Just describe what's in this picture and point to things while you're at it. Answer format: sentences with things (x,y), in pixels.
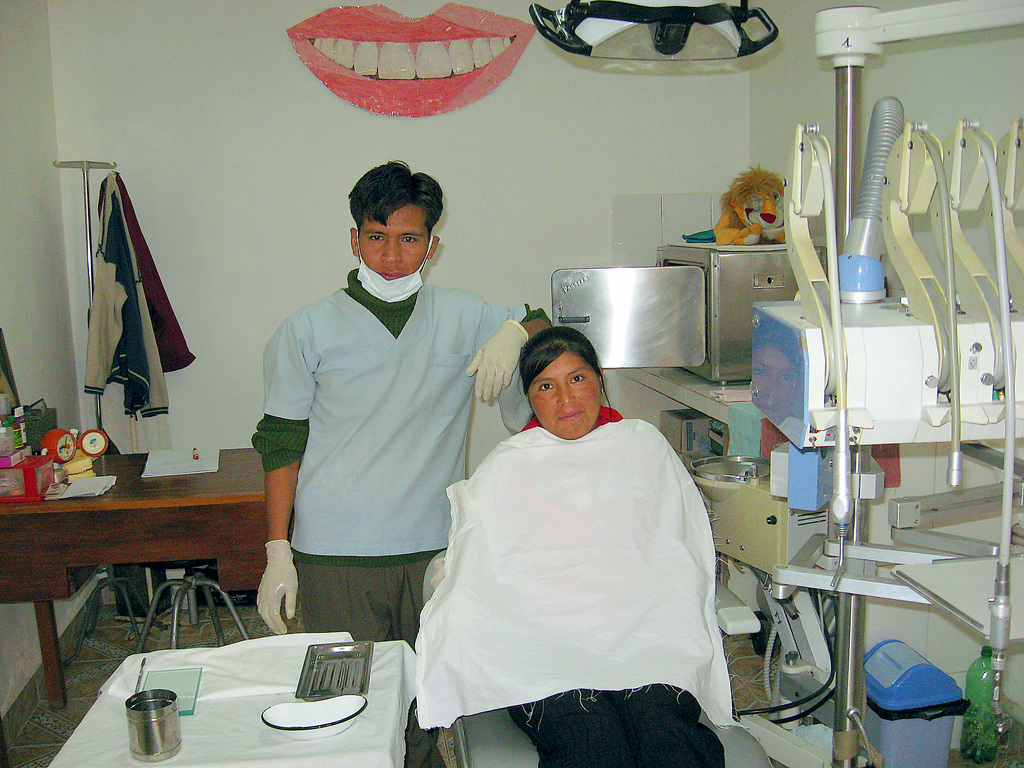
This picture shows an inner view of a hospital room (179,127). So many objects (172,466) are on the surface (177,467), the wall (169,448) is painted with a mouth picture (425,71), shirts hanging on a hanger (88,249), one object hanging on a wall (189,152), two tables (360,767), one table (382,755) is covered with white cloth (202,739) and so many different objects (147,723) are on these tables (222,544). One woman (530,730) sitting in a chair (477,732) and one man (408,631) is standing.
